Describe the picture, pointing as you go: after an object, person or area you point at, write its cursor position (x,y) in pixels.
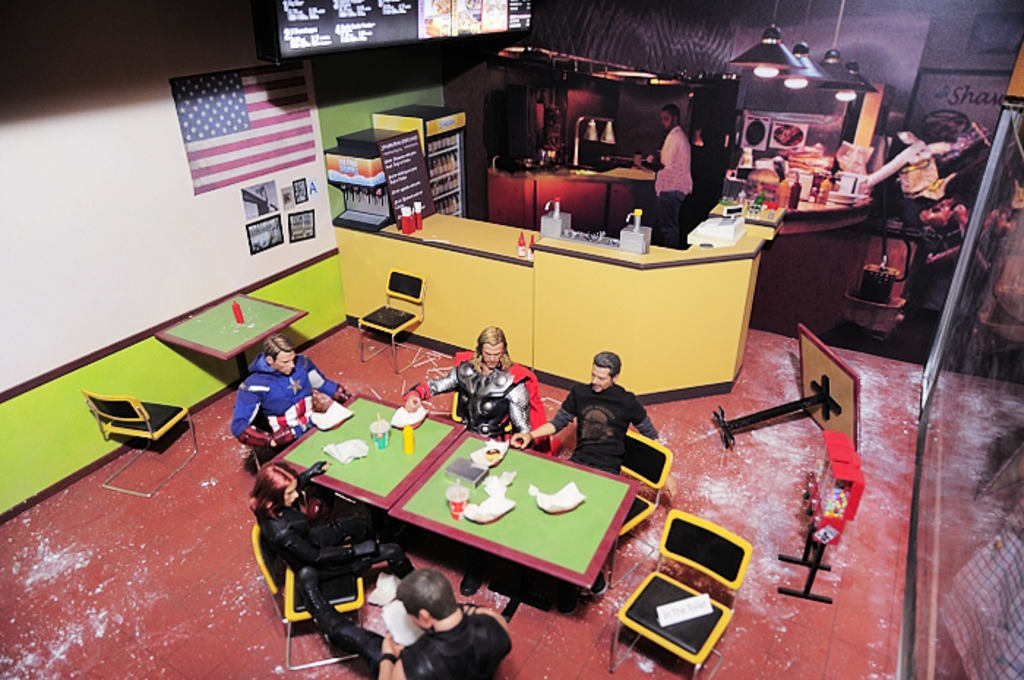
In the image we can see there are toys (284,387), we can even see there are small chairs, tables (444,461) and other objects (468,465). Here we can see a person (656,161) standing, wearing clothes (674,213). Here we can see lights (798,47), screens (380,10), posters (265,157) and the glass wall (972,513).
